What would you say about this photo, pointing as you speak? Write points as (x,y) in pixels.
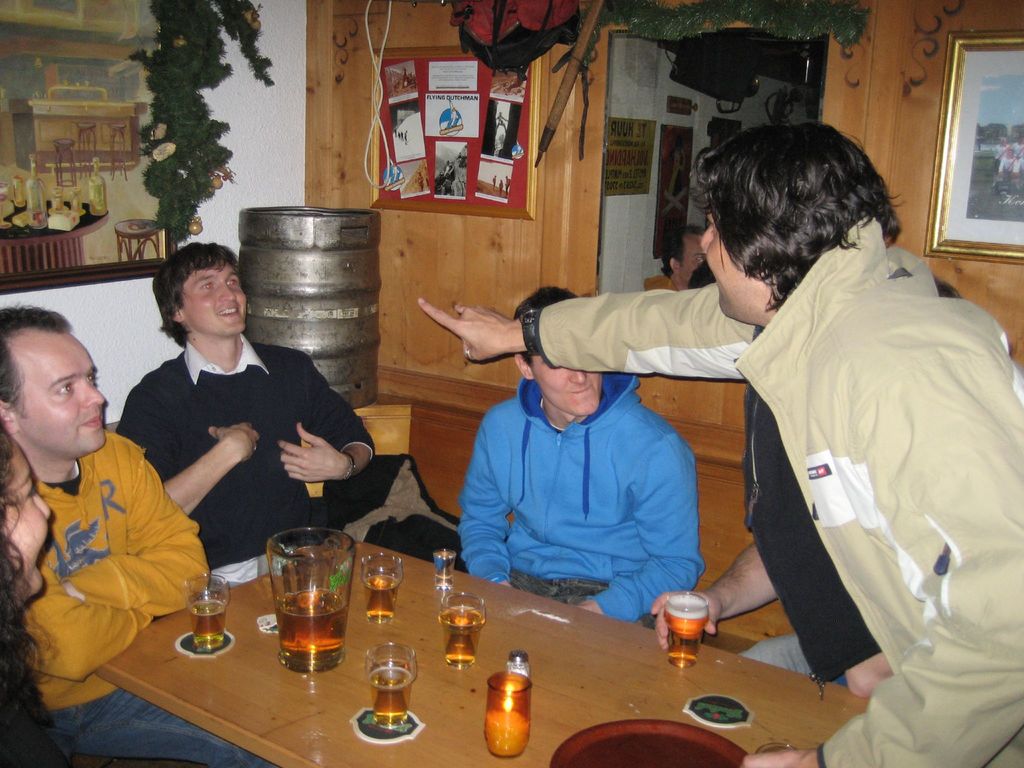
As we can see in the image there is a wall (259,130), photo frame (30,139), few people (524,360) sitting on chairs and a table (602,640). On table (470,699) there are glasses (465,640).
